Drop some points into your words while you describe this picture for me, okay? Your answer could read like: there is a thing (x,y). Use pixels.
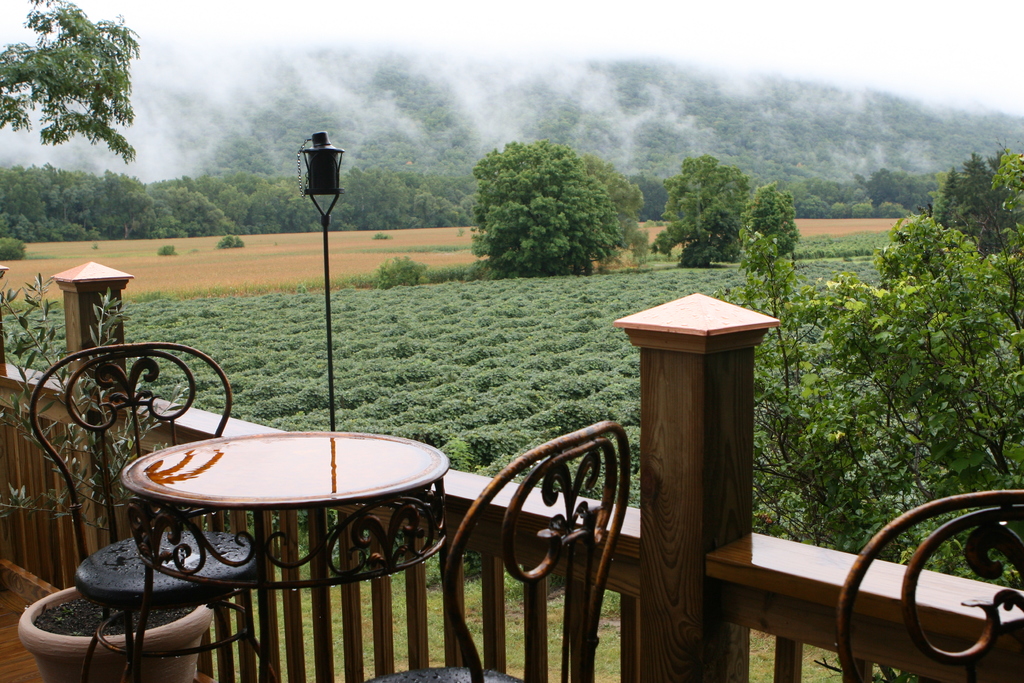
In this image I can see the table (269,546) and the chairs (206,587). To the left (71,623) I can see the flower pot (55,610). And to the side there is a railing (381,511). In the background (442,406) there are many trees (443,213) and plants (472,390). I can also see the smoke (469,96) and the sky (906,68) in the back (820,56).
